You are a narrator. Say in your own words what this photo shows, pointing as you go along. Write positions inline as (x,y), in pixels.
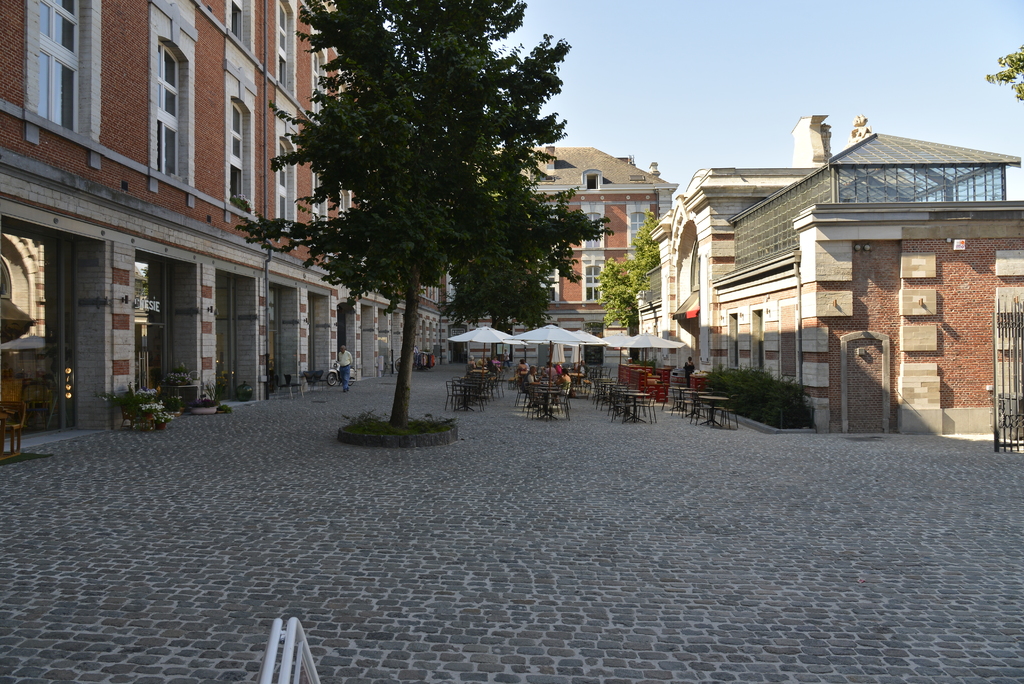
In the image there is a pavement (654,459) and in the middle (600,397) there are many tables (555,390) and chairs (565,406) under the umbrellas (485,342), beside that there is a tree (406,353). Around the pavement (583,400) there are some buildings (573,183) and on the right side (998,353) there is a gate (1004,387).
